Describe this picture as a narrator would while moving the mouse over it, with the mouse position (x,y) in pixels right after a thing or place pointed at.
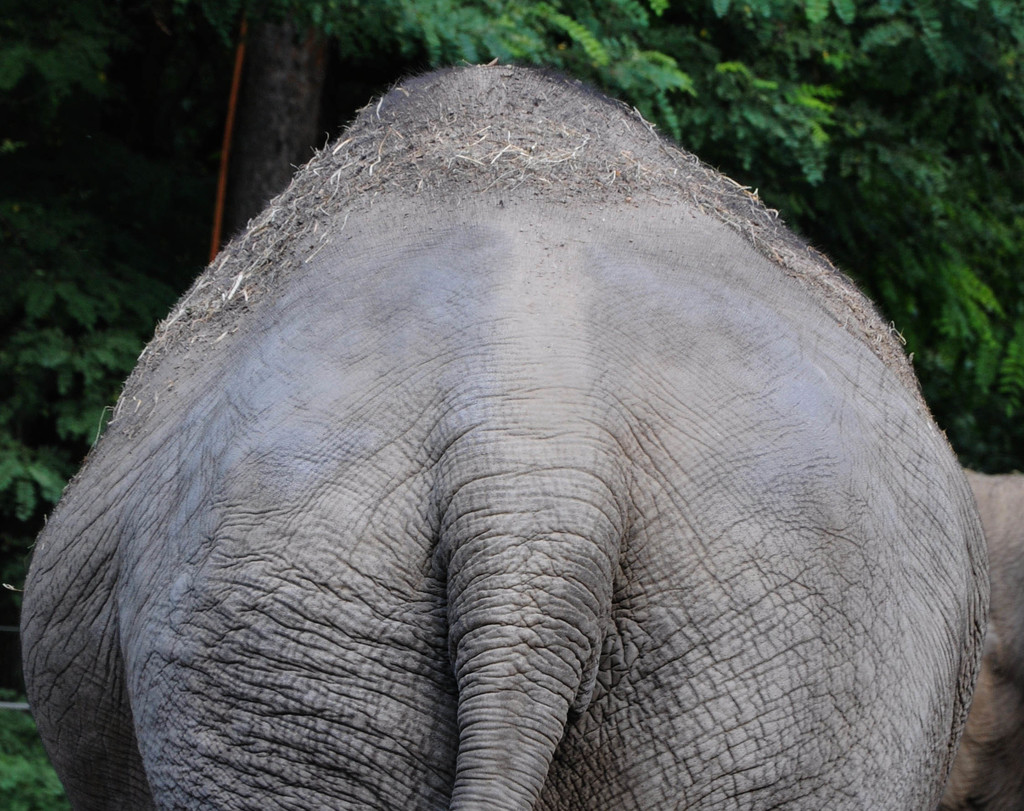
In this image we can see an elephant (549,452) and in the background of the image (77,146) there are some trees (675,18).
